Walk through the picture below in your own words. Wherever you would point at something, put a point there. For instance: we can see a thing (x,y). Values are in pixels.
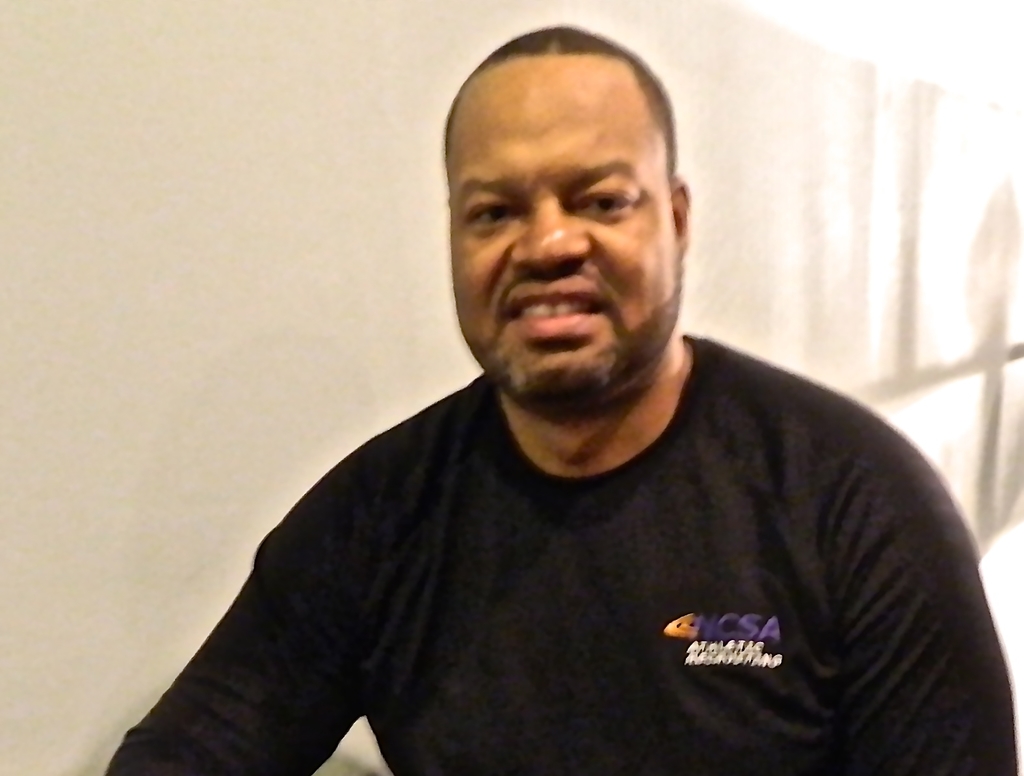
In the image we can see a man (647,558) wearing black color clothes (610,576), the background (874,179) is white in color.
